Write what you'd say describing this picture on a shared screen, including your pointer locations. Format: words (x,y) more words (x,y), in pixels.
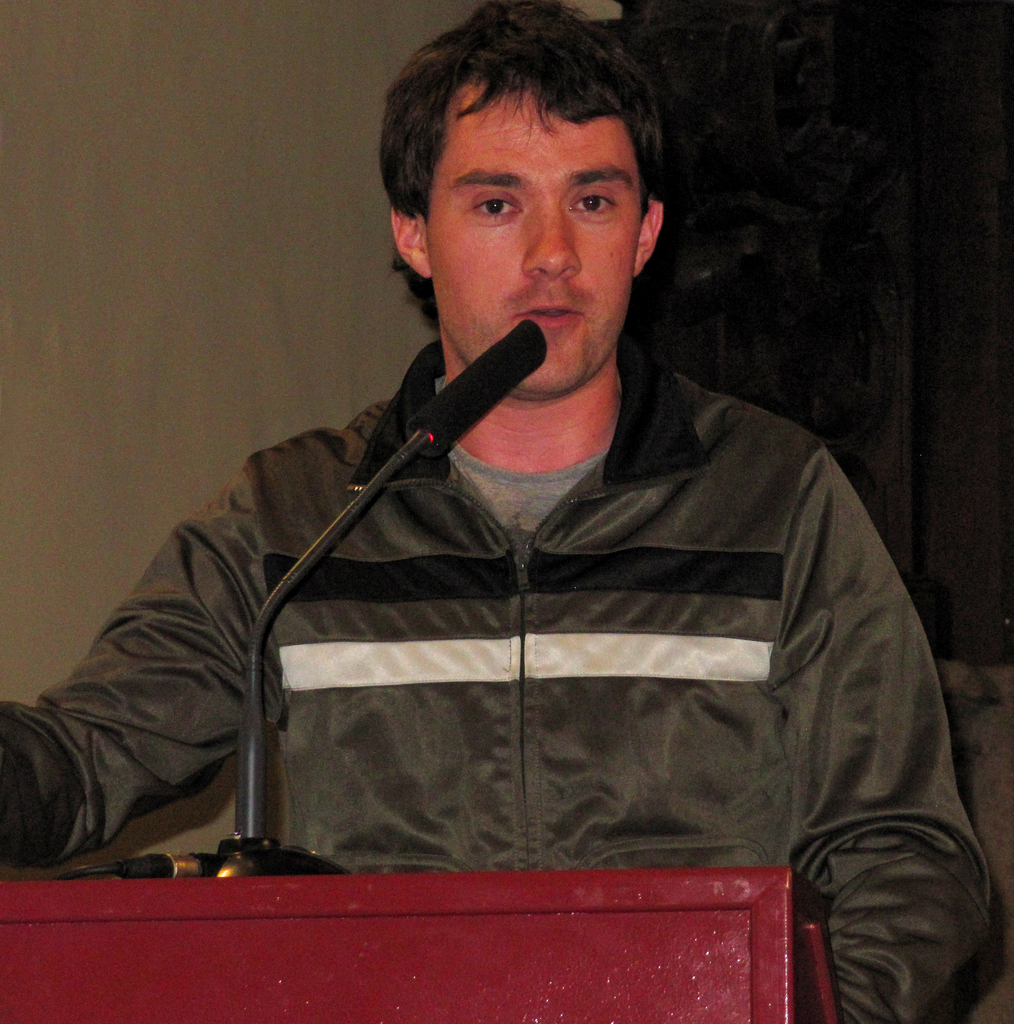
In this image we can see a person (631,742) standing near a podium (580,875) wearing a jacket (449,528). In the background of the image (288,345) there is wall (222,187).
